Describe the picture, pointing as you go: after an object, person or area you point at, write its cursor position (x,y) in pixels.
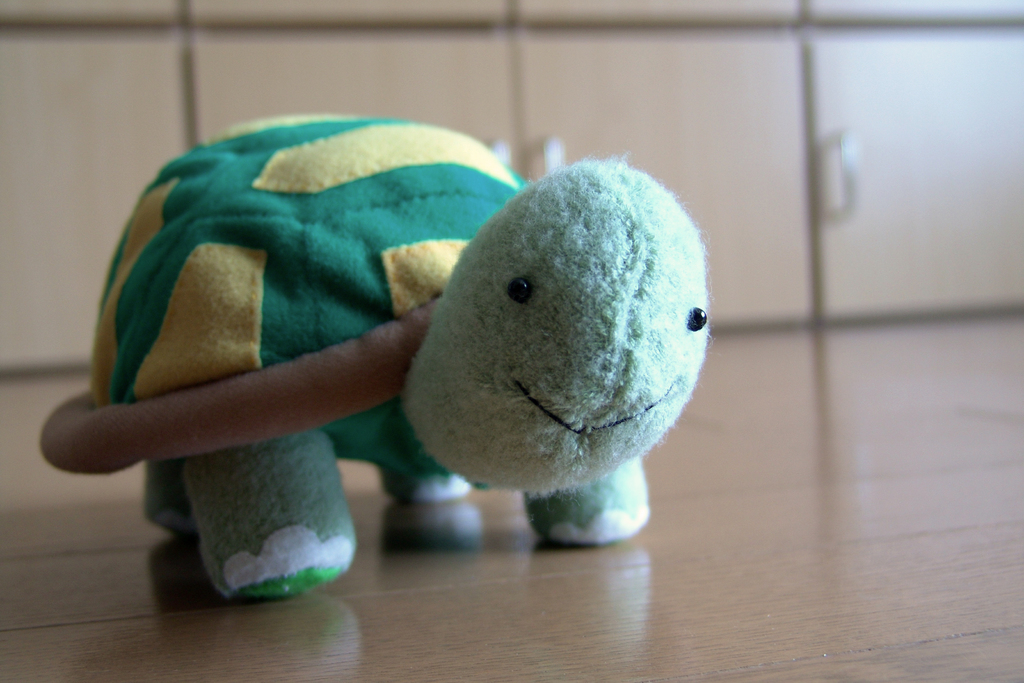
In this image I can see a doll (645,494) in the middle (529,343), it is in green color.
